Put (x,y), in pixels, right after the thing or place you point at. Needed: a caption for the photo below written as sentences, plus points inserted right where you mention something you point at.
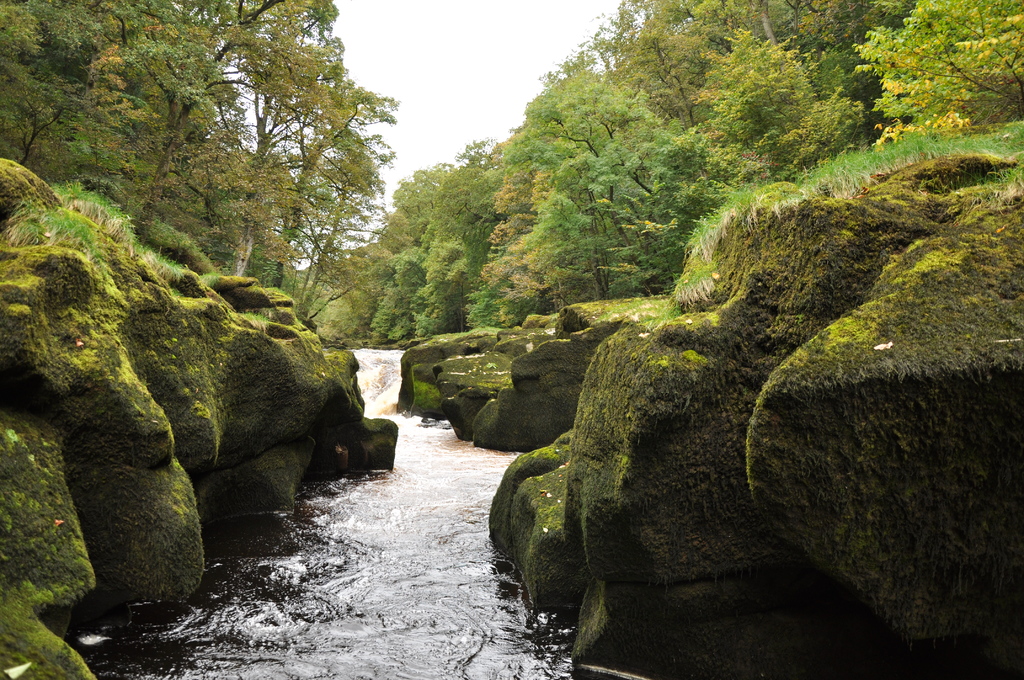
In the center of the image (382,358) we can see a waterfall (372,390). On the left (312,459) and right side of the image (897,278) we can see hills (800,261), grass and trees (420,190). At the top of the image (475,113) we can see the sky (470,99).
